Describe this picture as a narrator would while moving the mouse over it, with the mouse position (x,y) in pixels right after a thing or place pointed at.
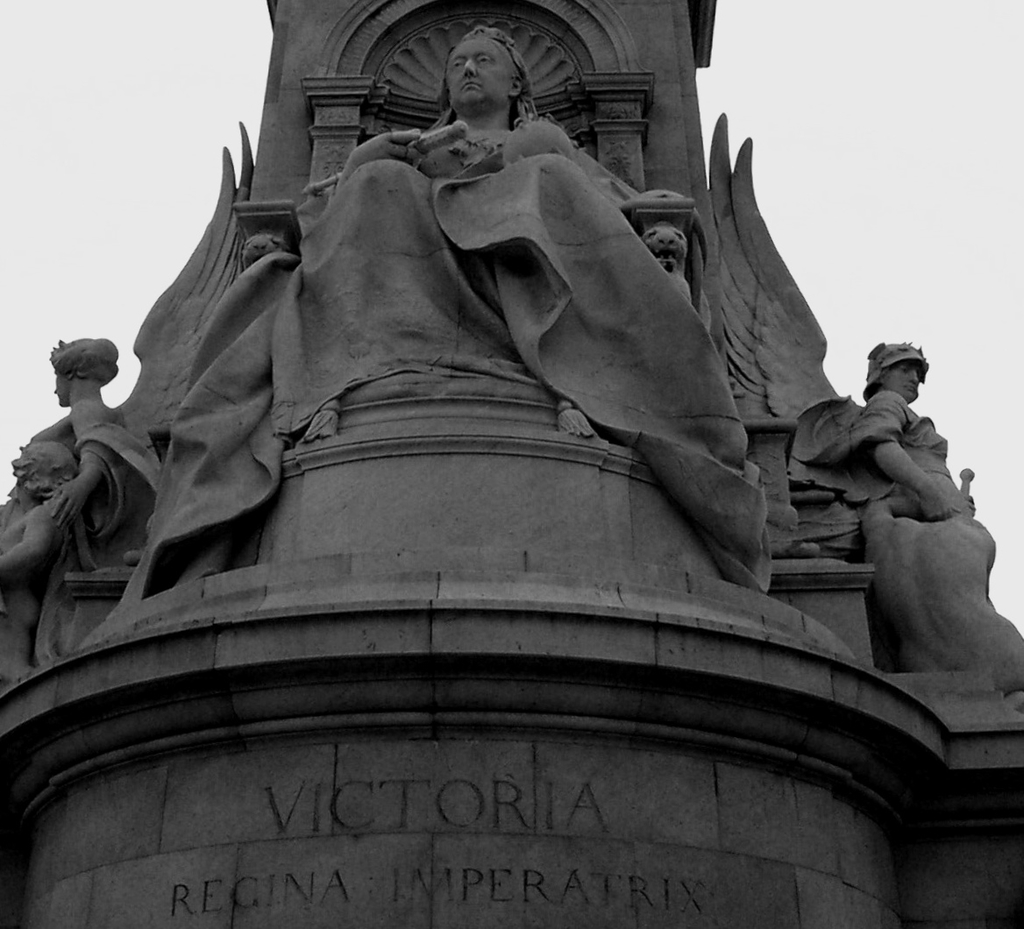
In this picture I can see sculptures (709,447), there are letters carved on the wall (378,917), and in the background (1011,217) there is the sky (1011,217).
